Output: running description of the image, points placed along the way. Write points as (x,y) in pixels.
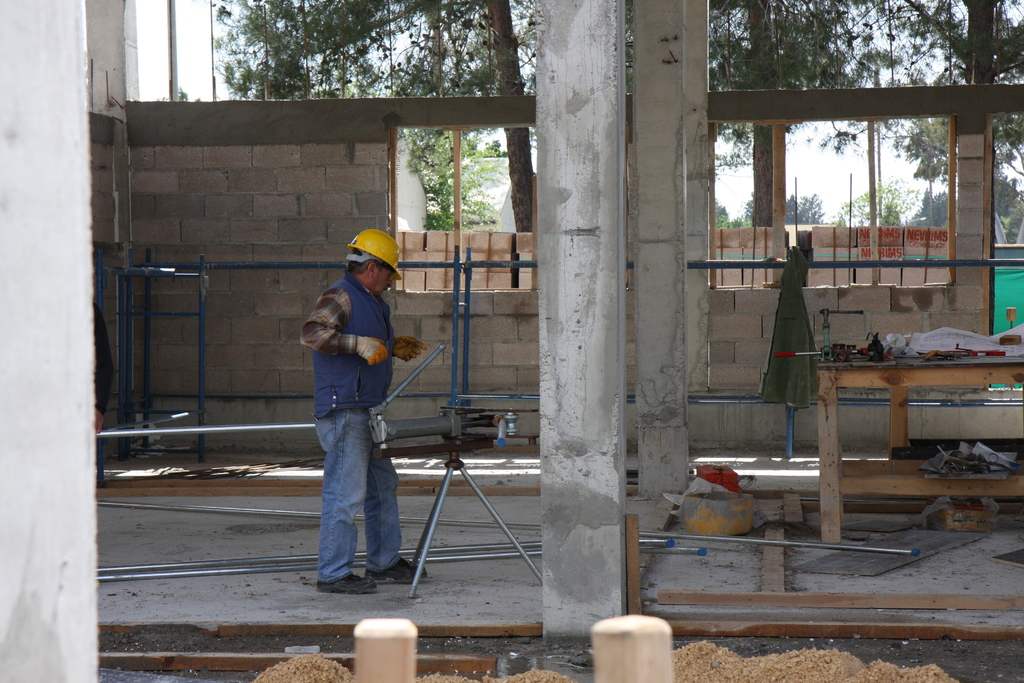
In the center of the image (588,278) there are pillars (574,285). On the left side of the image (327,375) we can see a person (330,501) standing at a machine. On the right side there is a table (828,424). In the background (214,289) we can see trees (286,90), bricks (424,301), houses (500,222), and sky (802,162). At the bottom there is a sand (322,656).
